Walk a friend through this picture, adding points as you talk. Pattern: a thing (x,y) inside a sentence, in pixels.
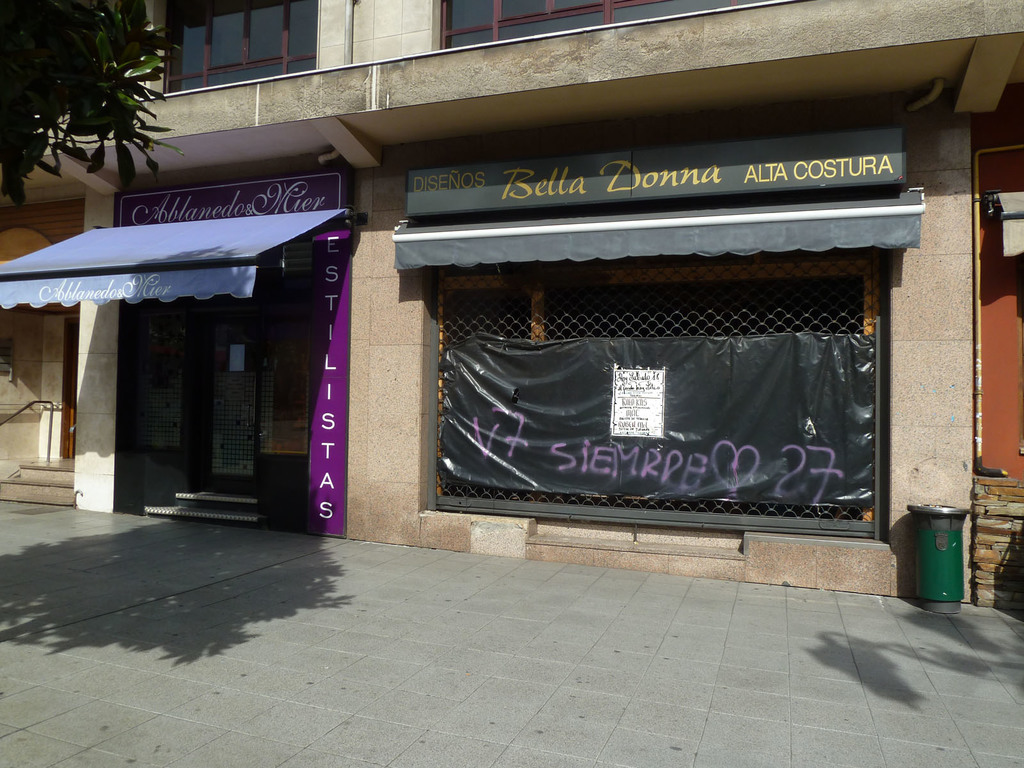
At the bottom (532,648) I can see the floor (334,724) and at the top (941,245) there is a building (197,301). On the right side (935,537), I can see a green color dustbin (942,564) which is placed on the floor (868,637). On the top left (101,79) I can see the leaves (77,50) of a tree (74,76).
